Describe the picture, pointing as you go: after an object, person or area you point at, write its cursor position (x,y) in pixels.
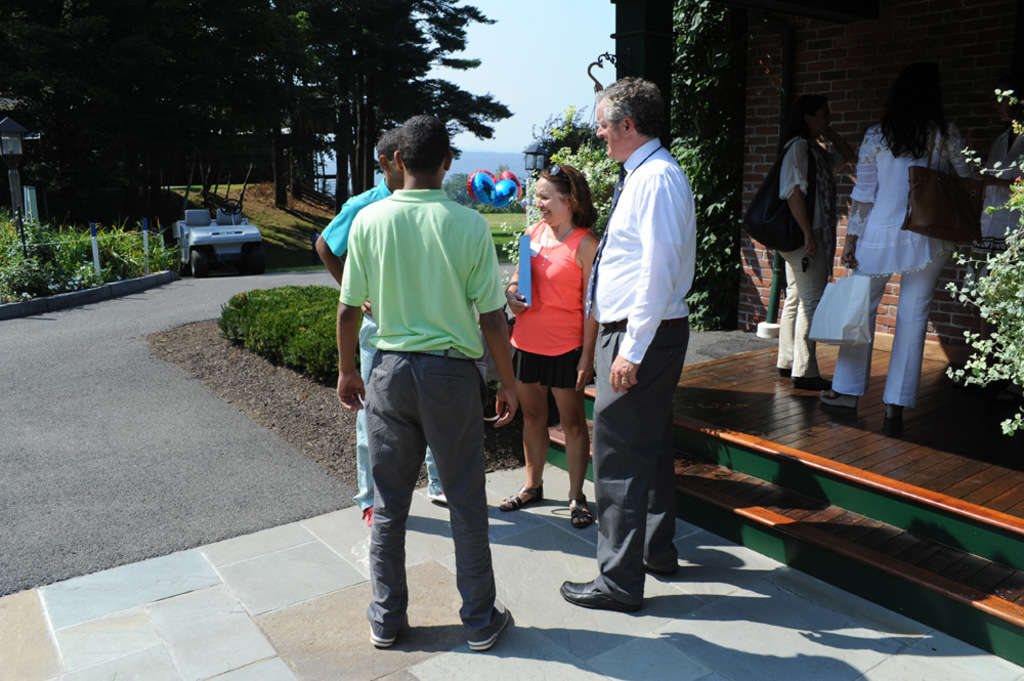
In this image we can see some persons (526,494) standing on the floor (551,491) and some are standing in the porch (878,352). In the background (44,271) we can see bushes (293,361), plants (33,264), fence (94,274), motor vehicle (193,253), ground (290,276), trees (222,139), hills (454,163) and sky (492,91).
